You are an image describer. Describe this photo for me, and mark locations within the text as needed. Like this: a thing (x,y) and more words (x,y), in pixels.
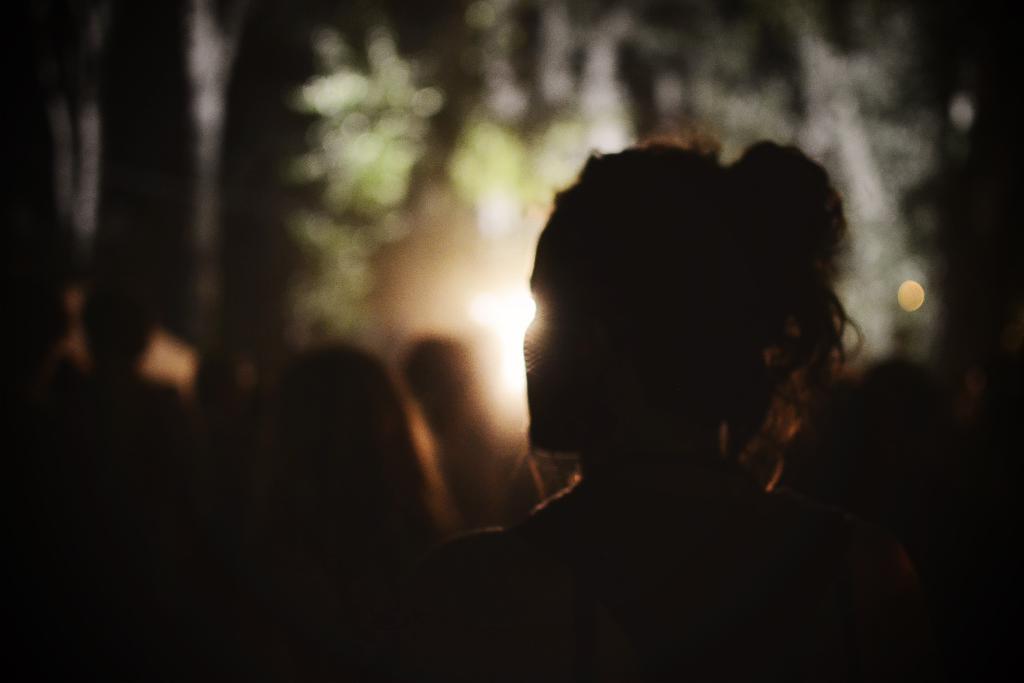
In the picture we can see some people (624,504) standing in the dark and far away from them, we can see some trees (927,239) and light focus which are not clearly visible.
